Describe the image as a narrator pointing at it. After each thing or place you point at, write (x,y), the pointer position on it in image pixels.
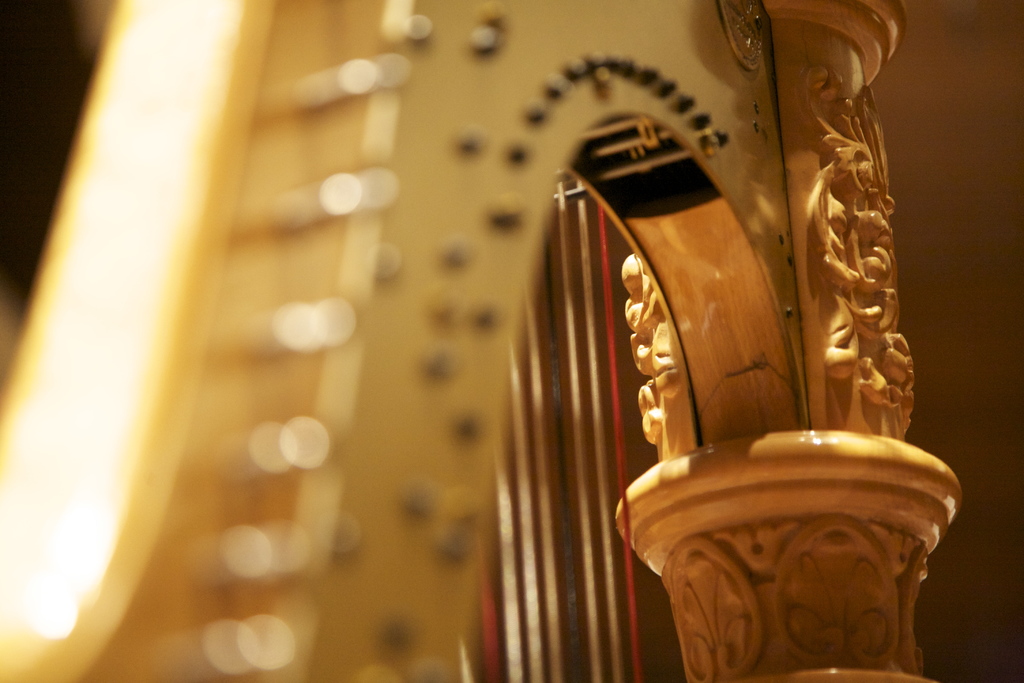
There is a wooden musical instruments (523,330). On that there are strings (593,375). On the wood (663,352) some art (659,369) is done.
